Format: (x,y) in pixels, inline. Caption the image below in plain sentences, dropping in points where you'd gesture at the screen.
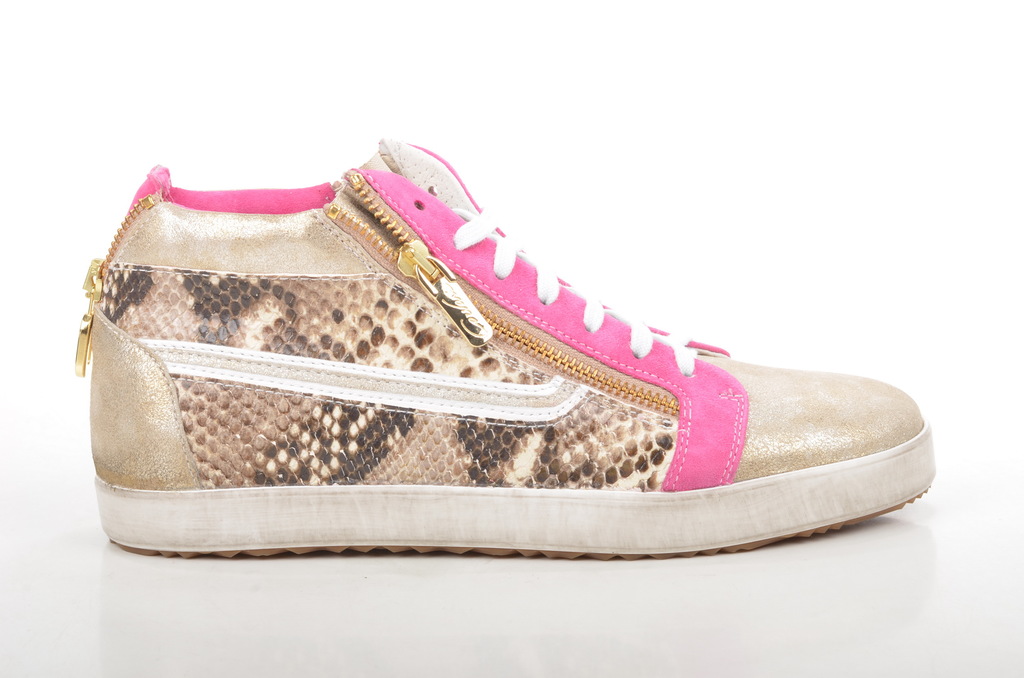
In this image, we can see a shoe (105,483). In the background (661,86), we can see white color.
